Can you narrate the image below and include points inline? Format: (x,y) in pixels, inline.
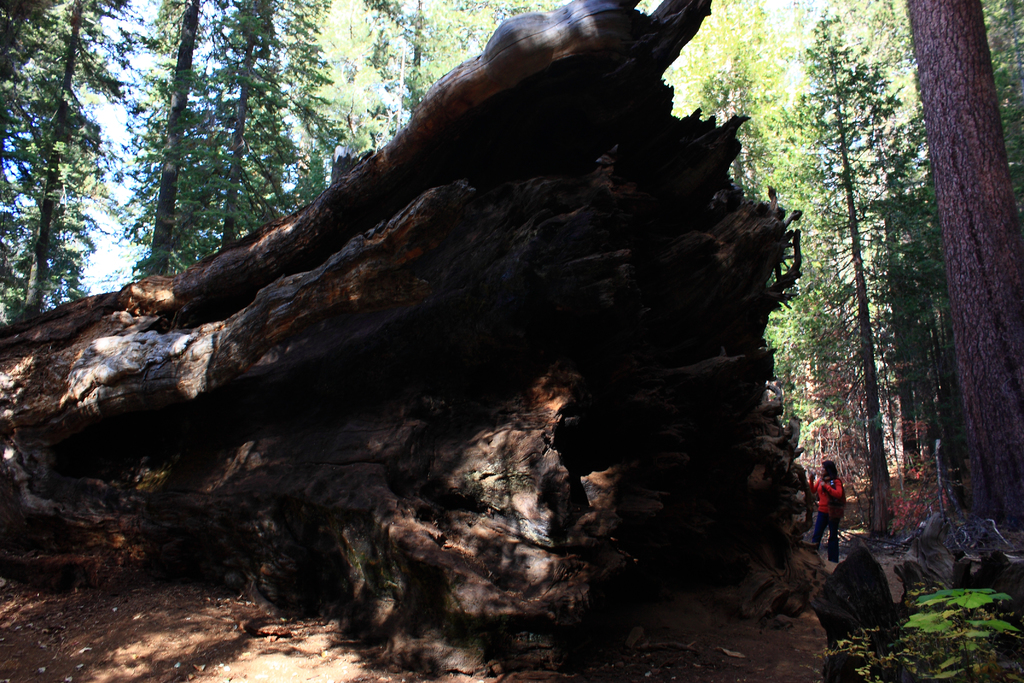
In this picture there is a woman (829,495) who is wearing jacket (828,511), bag (842,508), trouser (833,546) and shoes (833,558). In the background (864,235) I can see the trees (933,329), plants (1004,624) and grass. In the center (411,342) I can see the big trees (372,418) which is fell down on the ground (844,522). At the top (207,12) there is a sky (110,40).
